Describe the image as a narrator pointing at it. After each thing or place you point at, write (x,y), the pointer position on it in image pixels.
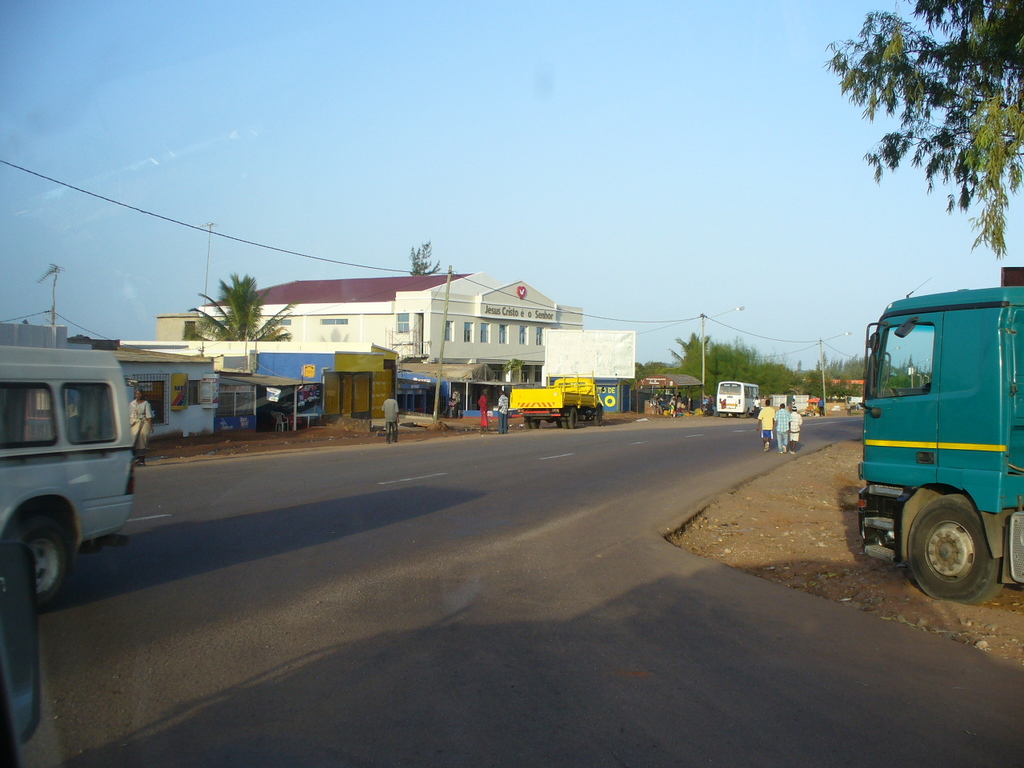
This image is clicked on the roads (645,549). On the right (997,472), we can see a truck (935,474). On the left (40,497), there is a van (79,420). In the front (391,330), there are small houses (154,370) and a building (523,322). And we can see few persons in this image along with vehicles (105,430). At the top (482,142), there is sky (466,159).
